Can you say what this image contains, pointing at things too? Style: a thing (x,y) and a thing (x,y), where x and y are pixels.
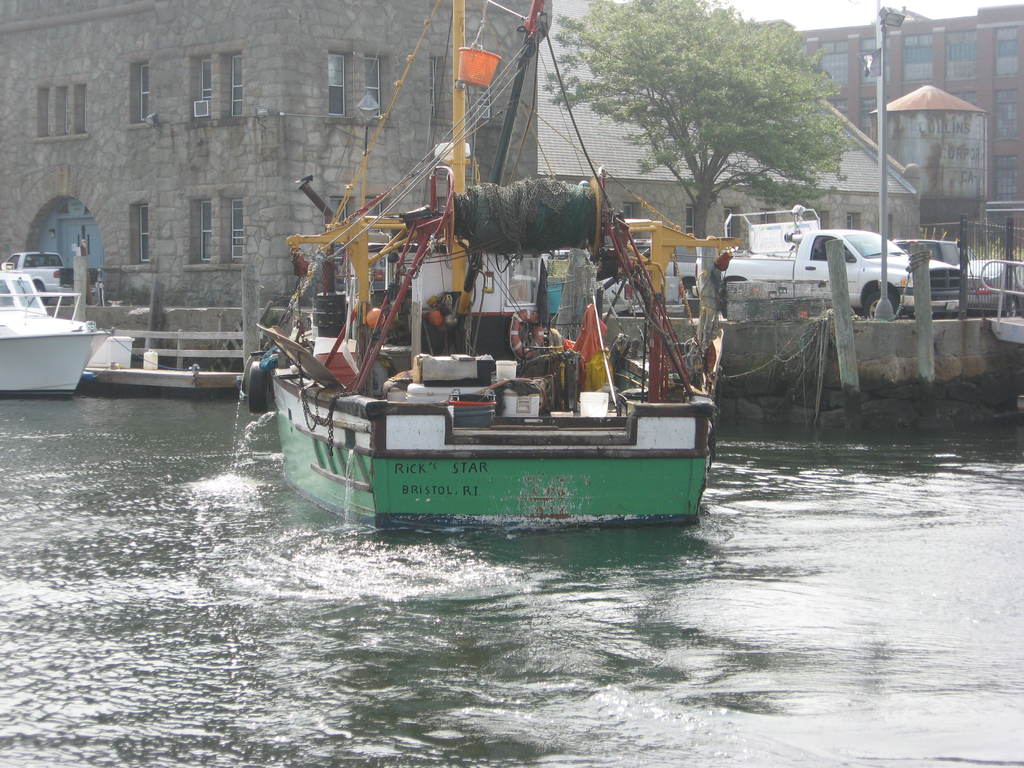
In this image at the bottom (524,600) there is a sea (407,585), and in the sea (1004,622) there is a ship (521,374). In the ship (521,374) there is a life ring (534,327), flag (595,317), baskets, boxes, poles (455,252), buckets (512,365), rope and objects (525,369). On the left side (55,330) there is another boat (32,300), in the background (76,298) there are some vehicles (879,255), pillars (918,299), railing (966,272), building (265,213), trees (667,48), poles (884,75) and plants (987,242).
